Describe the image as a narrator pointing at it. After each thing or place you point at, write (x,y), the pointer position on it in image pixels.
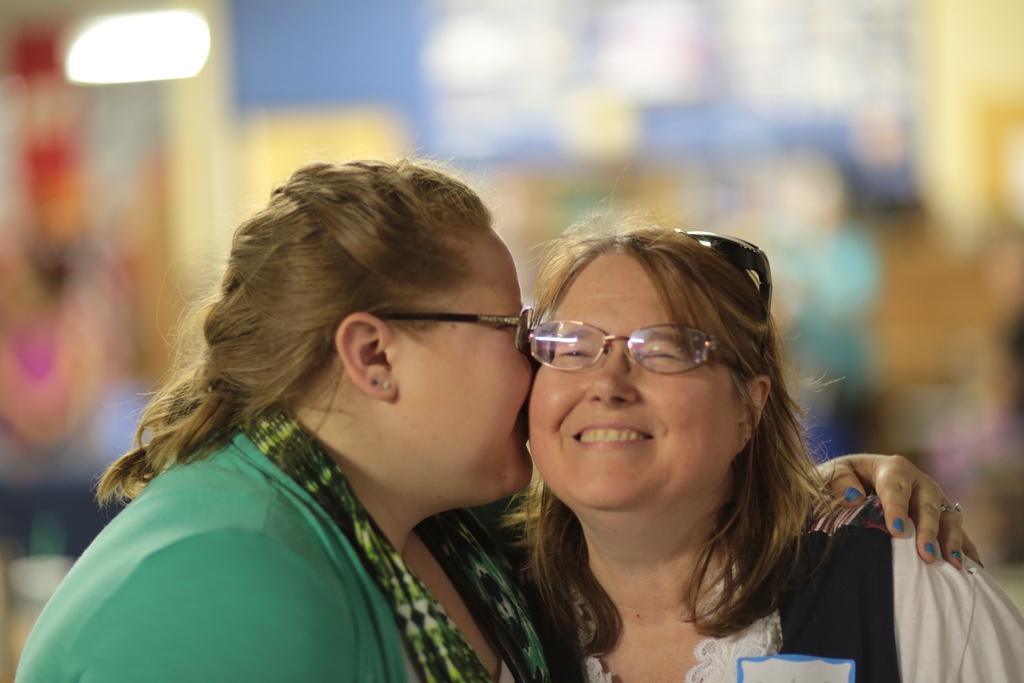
In this image in the front (472,454) there are women (531,465) standing and smiling and the background (7,498) is blurry.
